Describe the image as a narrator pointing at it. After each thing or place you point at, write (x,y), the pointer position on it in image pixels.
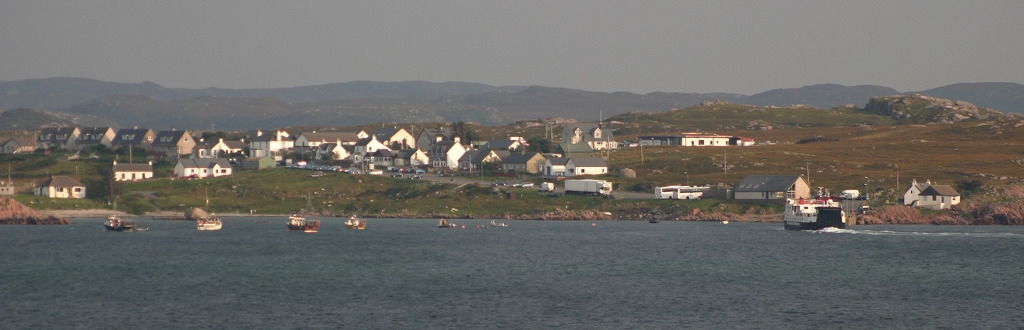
In the picture we can see a water (161,247) and some boats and a ship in it and behind it, we can see a grass surface (155,184) with some houses (151,169) and buildings (139,173) and in the background (181,116) also we can see some hills (573,89) and sky (712,59).
